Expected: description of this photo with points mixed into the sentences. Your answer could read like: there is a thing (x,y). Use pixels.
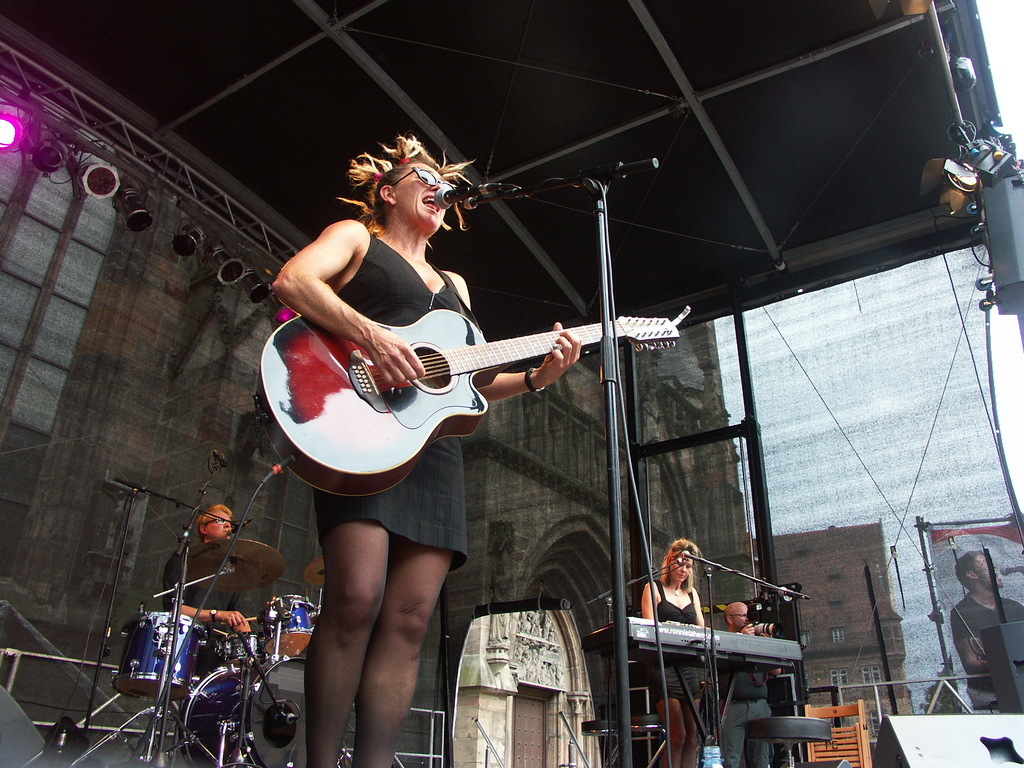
Here in the front (385,165) we can see a woman (329,740) playing a guitar (437,389) and singing a song in the microphone (475,192) present in front of her, behind her we can see a man (207,614) playing drums (273,644) and a woman (673,609) playing piano (661,627) and at the top (195,239) we can see colorful lights (230,263).
